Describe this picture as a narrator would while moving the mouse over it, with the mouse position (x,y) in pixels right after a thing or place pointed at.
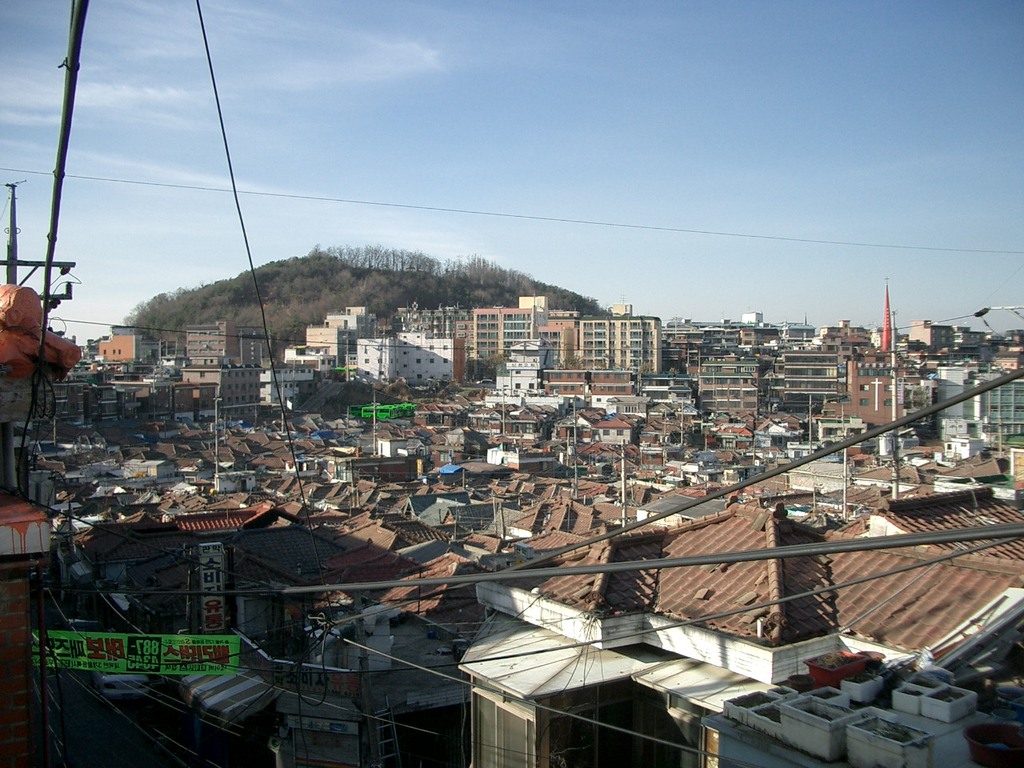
In this image I can see metal rods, wires (507,579), houses (361,498), buildings (232,361), trees (477,375), mountains (406,301) and the sky (380,172). This image is taken may be during a day.
